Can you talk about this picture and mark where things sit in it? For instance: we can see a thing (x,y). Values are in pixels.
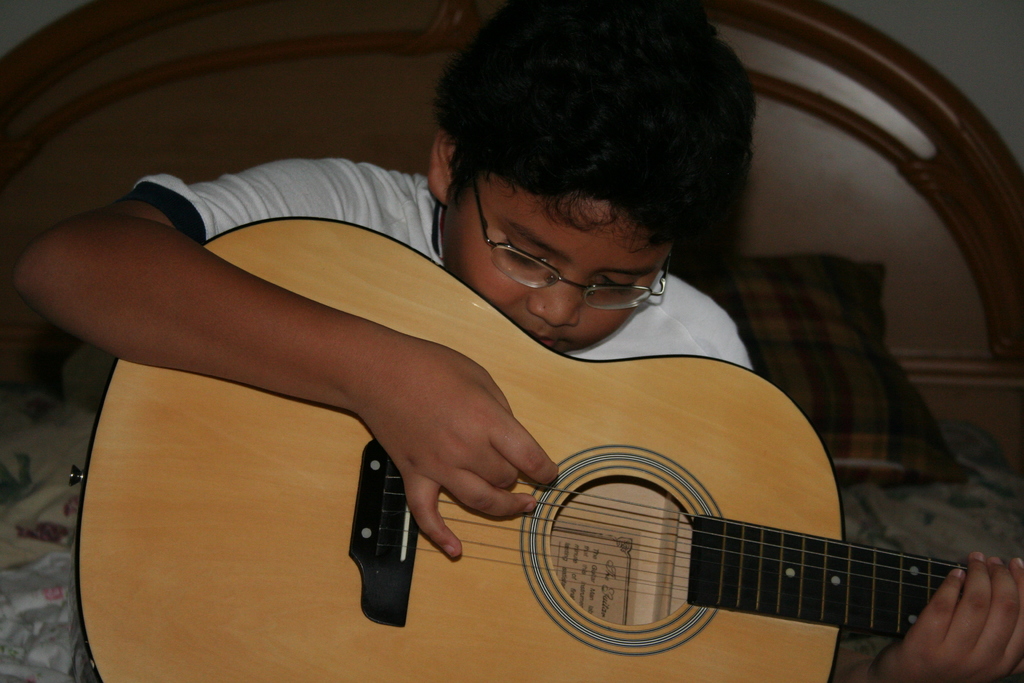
A boy (460,237) is holding a guitar (675,492) and playing. He is having a spectacles (628,292).
